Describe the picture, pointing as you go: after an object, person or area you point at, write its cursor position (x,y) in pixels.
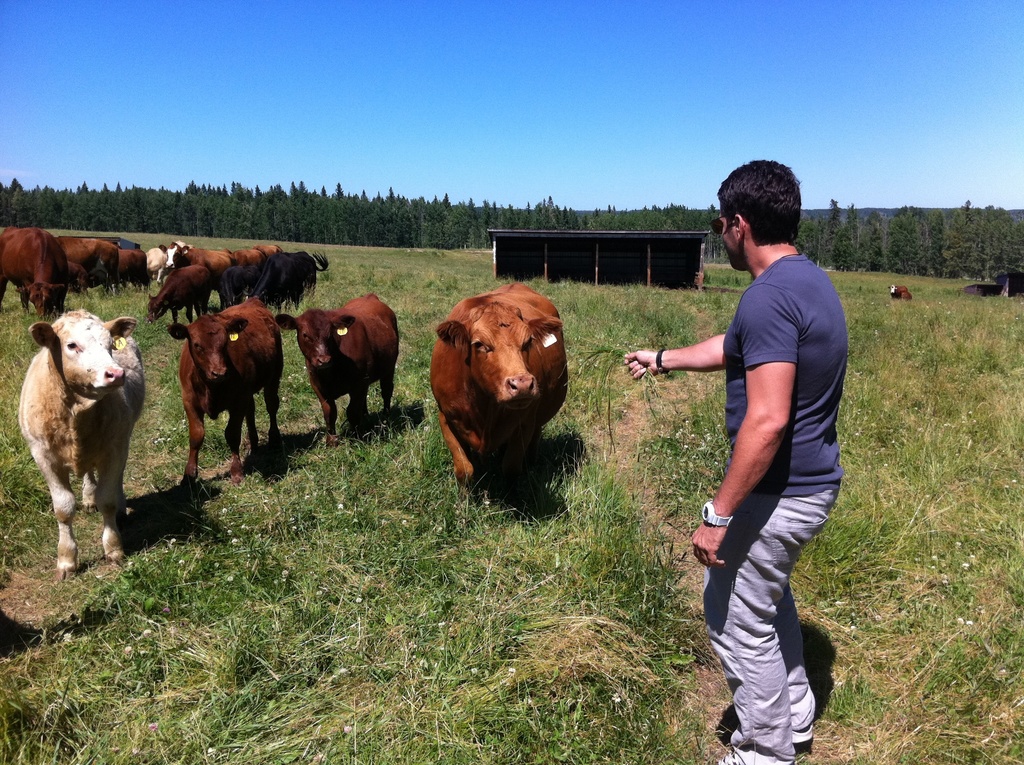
This picture is clicked outside. On the right (770,252) there is a person (785,299) wearing t-shirt (796,346), holding some grass (620,357) and standing on the ground (811,664). On the left (40,279) we can see the herd (271,264) seems to be walking on the ground (381,491). The ground (457,545) is covered with the green grass (957,429). In the background (818,96) there is a sky (505,131), trees (11,213) and some other objects (616,269).
